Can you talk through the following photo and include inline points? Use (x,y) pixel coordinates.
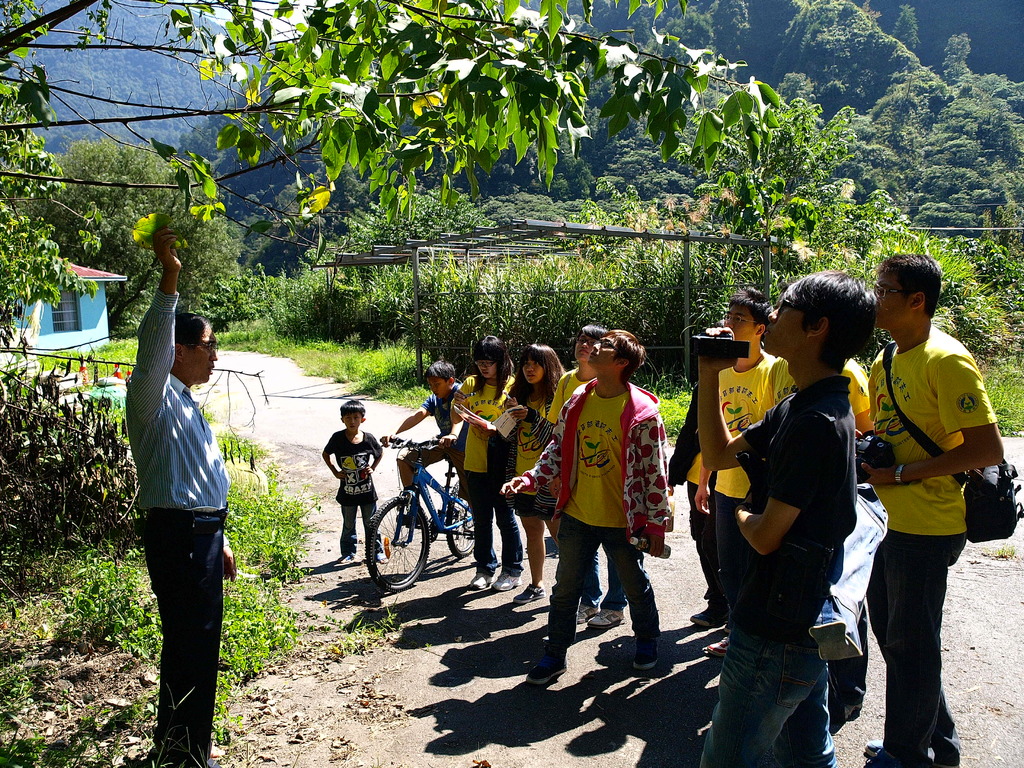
In this image we can see group of people (932,507) wearing yellow t shirt (601,464) are standing on the ground (636,724). One person (431,415) is sitting on the bicycle (414,474). To the left side of the image (190,446) we can see a person (176,443) wearing spectacles (205,349) is holding a leaf (154,229) in his hand (161,240). In the background (148,268), we can see group of pole (515,240), building (67,306), group of trees (5,277).
